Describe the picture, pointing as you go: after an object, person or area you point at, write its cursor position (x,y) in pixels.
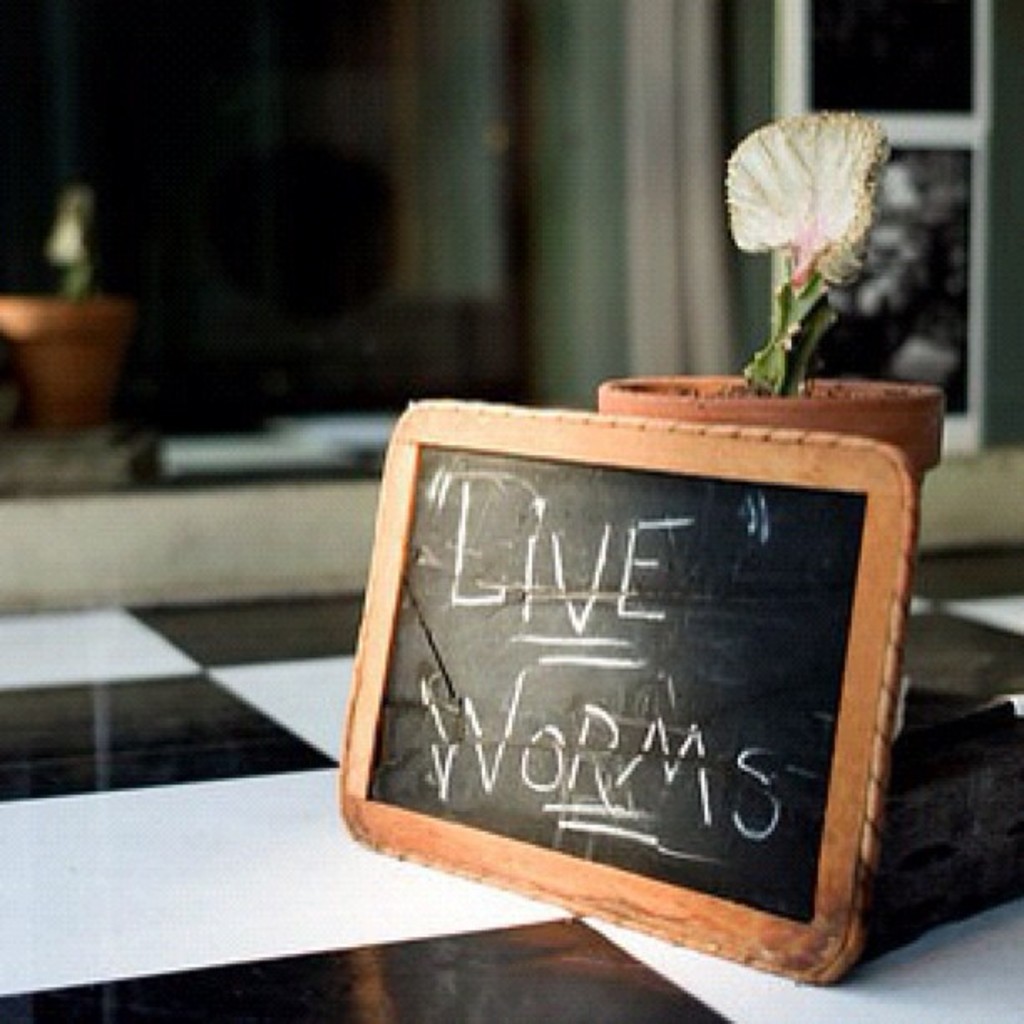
In this picture we can see some text (542,566) on a slate (425,568) and a house plant (817,317) is visible on the floor (157,778). We can see a few objects (82,388) in the background (688,79). Background (82,402) is blurry.
